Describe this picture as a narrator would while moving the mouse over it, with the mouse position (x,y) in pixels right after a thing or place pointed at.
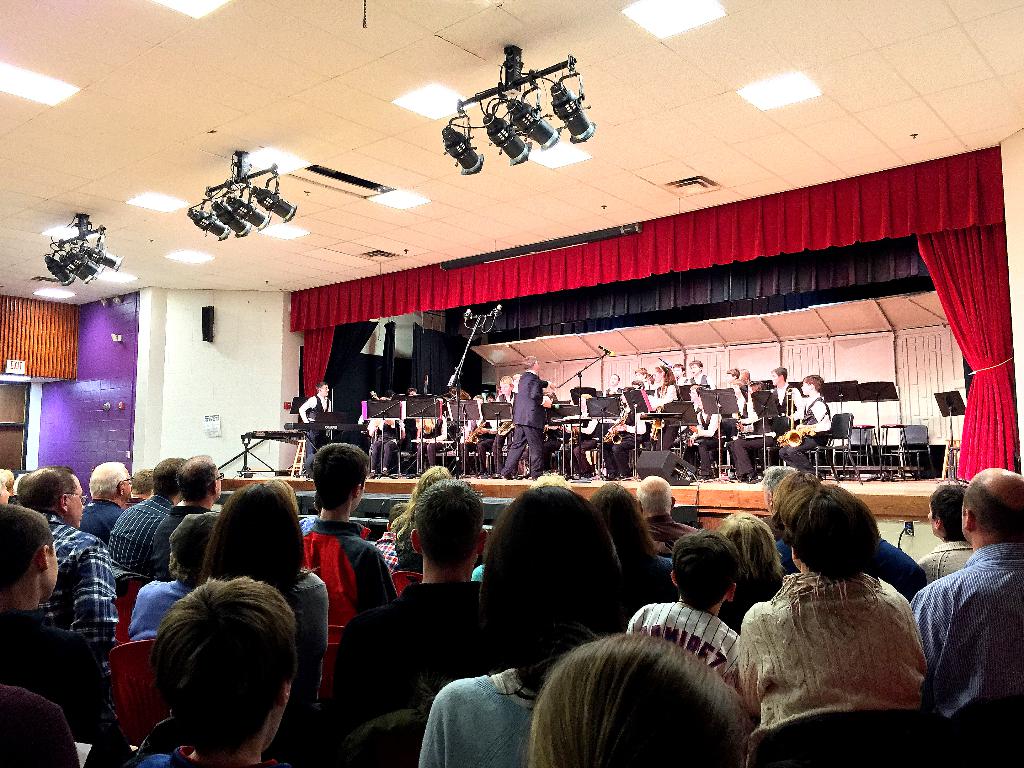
It looks like an auditorium (509,500), a group of people (445,502) are sitting and observing this programme, here few people (752,420) are sitting few of them (529,429) are standing performing the musical actions. At the top (236,227) these are the lights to the roof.
